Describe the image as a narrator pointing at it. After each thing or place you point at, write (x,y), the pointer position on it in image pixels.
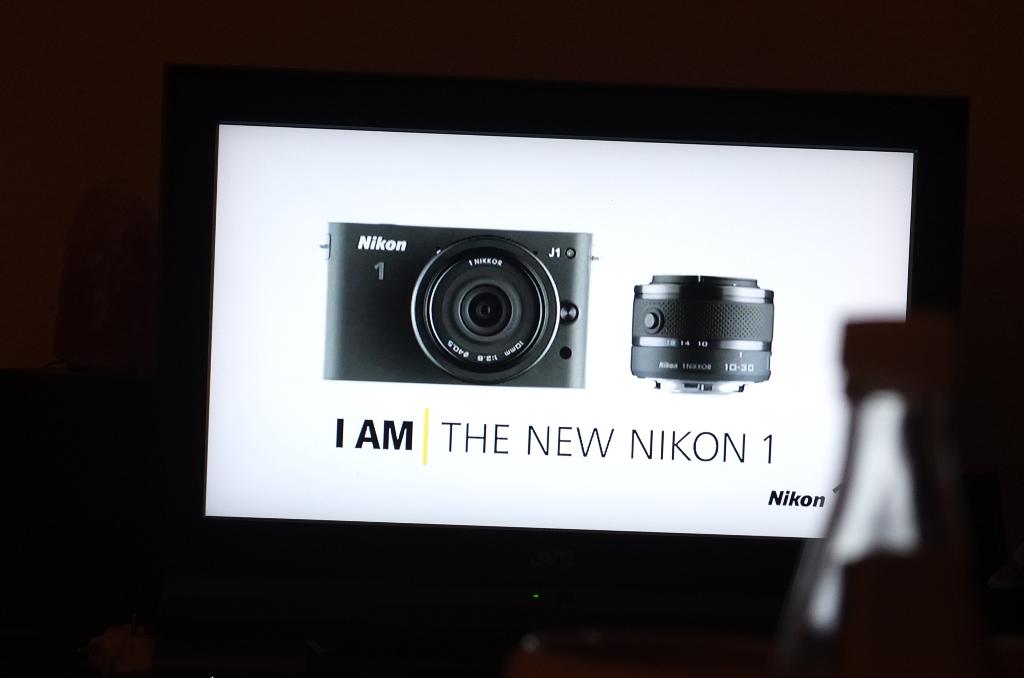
In the image the pictures of camera (520,304) and lens (706,320) are being displaying on the screen (622,314).
